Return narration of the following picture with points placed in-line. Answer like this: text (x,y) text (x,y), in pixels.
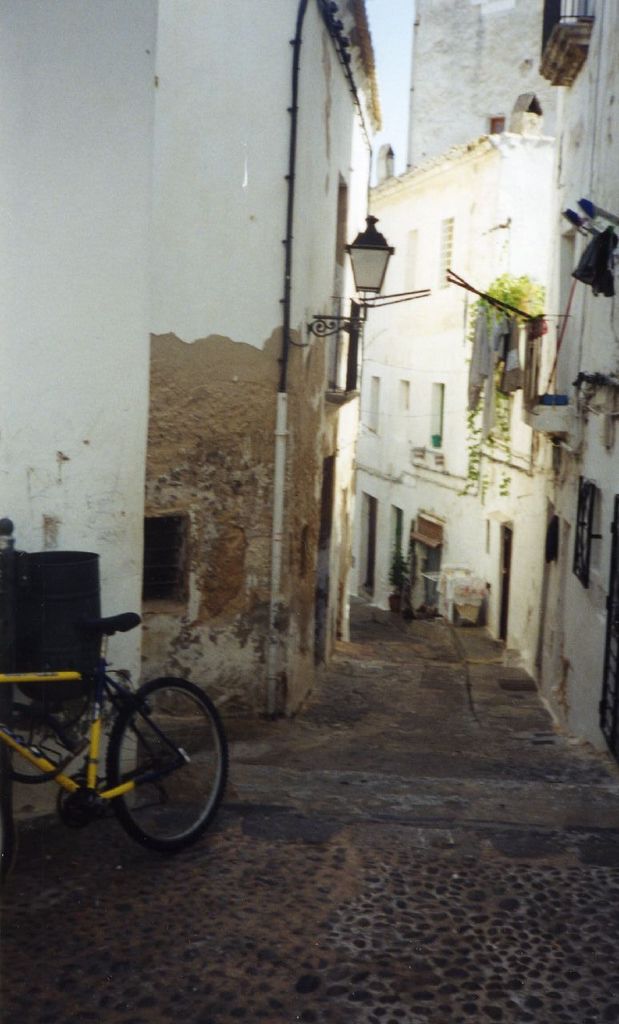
In this picture we can see a path (401,747), bicycle (152,778), lamp (366,275), house plants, buildings (406,447) and some objects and in the background (395,97) we can see the sky (395,62).
